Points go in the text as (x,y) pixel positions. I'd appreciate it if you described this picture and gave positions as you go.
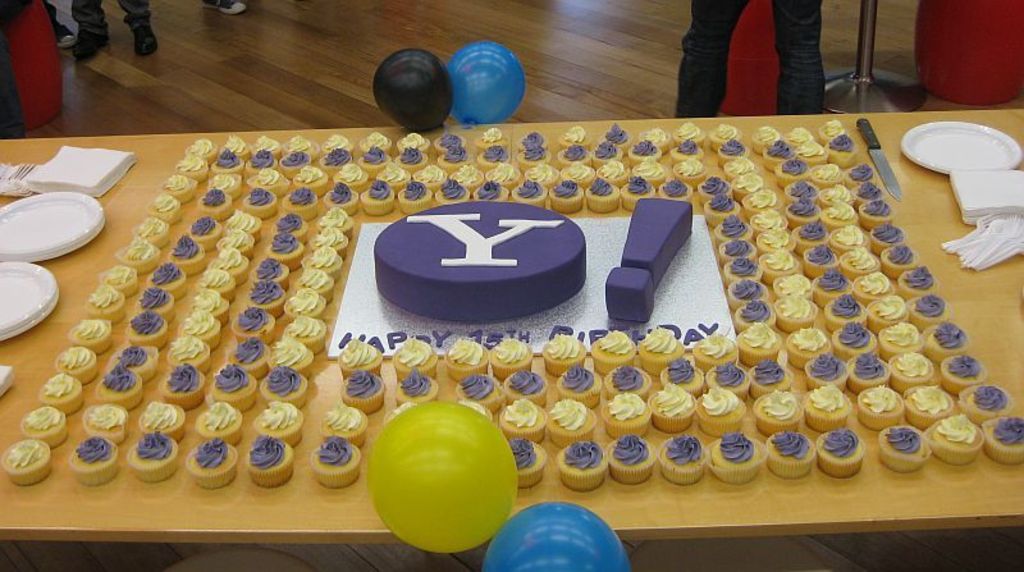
We can see group of cakes (823,178), plates (955,128), tissue papers (992,210), knife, balloons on the table (1011,321) and we can see persons (796,10), stand on the floor (310,38).
